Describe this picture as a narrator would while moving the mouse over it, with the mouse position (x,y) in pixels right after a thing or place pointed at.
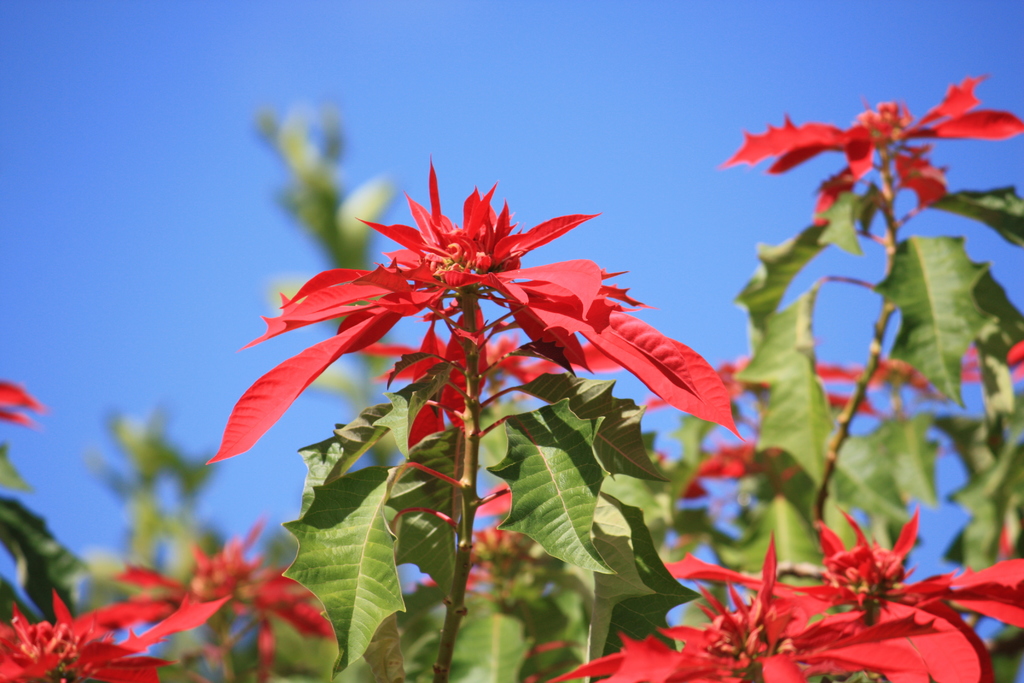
This image is taken outdoors. At the top of the image (473,115) there is the sky (825,171). At the bottom of the image (366,587) there are a few plants (530,561) with green leaves (620,544) and red flowers (315,364).
